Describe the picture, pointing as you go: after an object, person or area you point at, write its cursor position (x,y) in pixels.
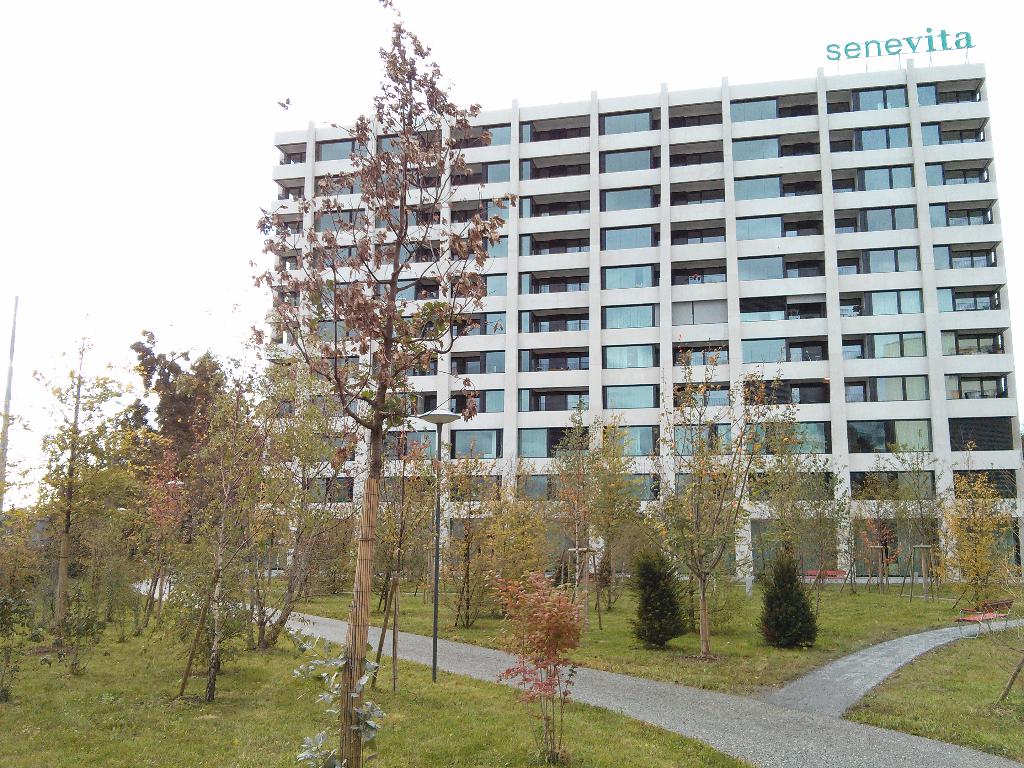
At the bottom of the image (149,749) on the ground (730,609) there is grass (263,662) and also there are plants (373,583) and trees (102,460). There are few poles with lamps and also there is a road (763,714). Behind them there is a building (766,120) in the background (764,128) with walls (763,132), glasses (739,100), pillars (599,138) and at the top of the building (783,125) there is a name board (959,34).
